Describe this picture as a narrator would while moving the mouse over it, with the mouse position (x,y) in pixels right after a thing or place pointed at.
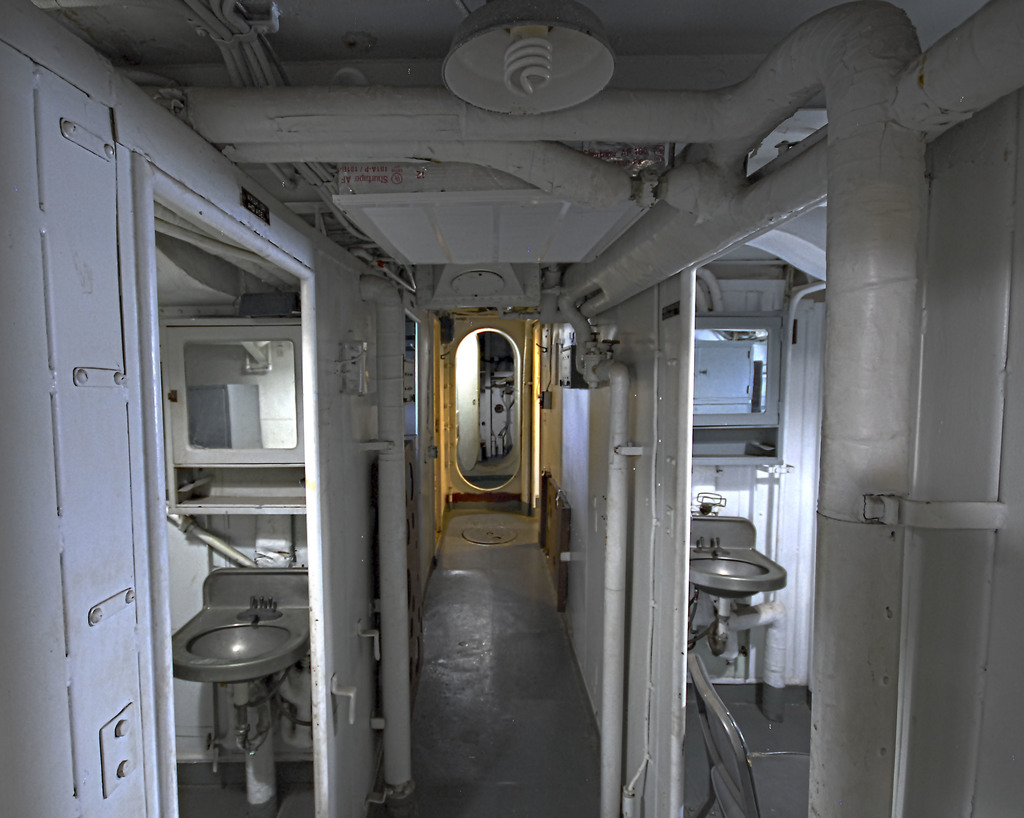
On both right and left side of the image (201,674) there are two wash basins (707,588), sinks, taps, mirrors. There are pipes (408,725). In the center of the image (496,402) there is a door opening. At the top of the image (587,78) there is a light (519,75). At the bottom of the image (544,747) there is a floor (515,703).
